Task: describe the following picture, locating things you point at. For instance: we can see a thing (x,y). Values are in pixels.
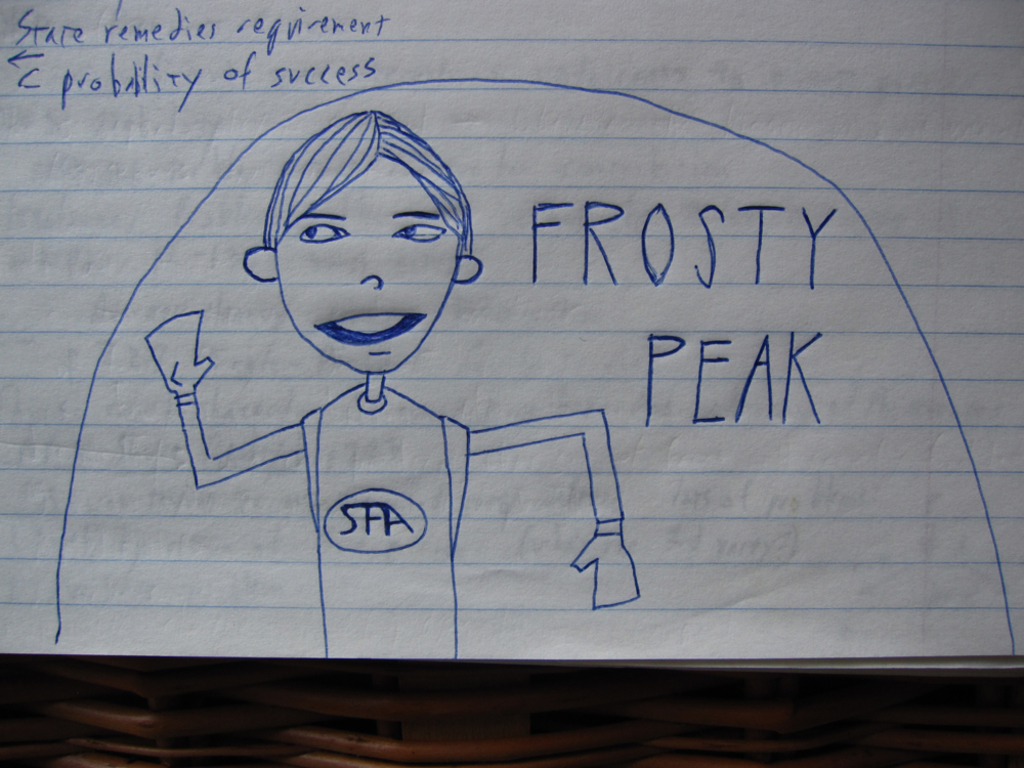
This image consists of a paper (457,337) on which there is a text (139,33) and drawing of a boy (260,441).
